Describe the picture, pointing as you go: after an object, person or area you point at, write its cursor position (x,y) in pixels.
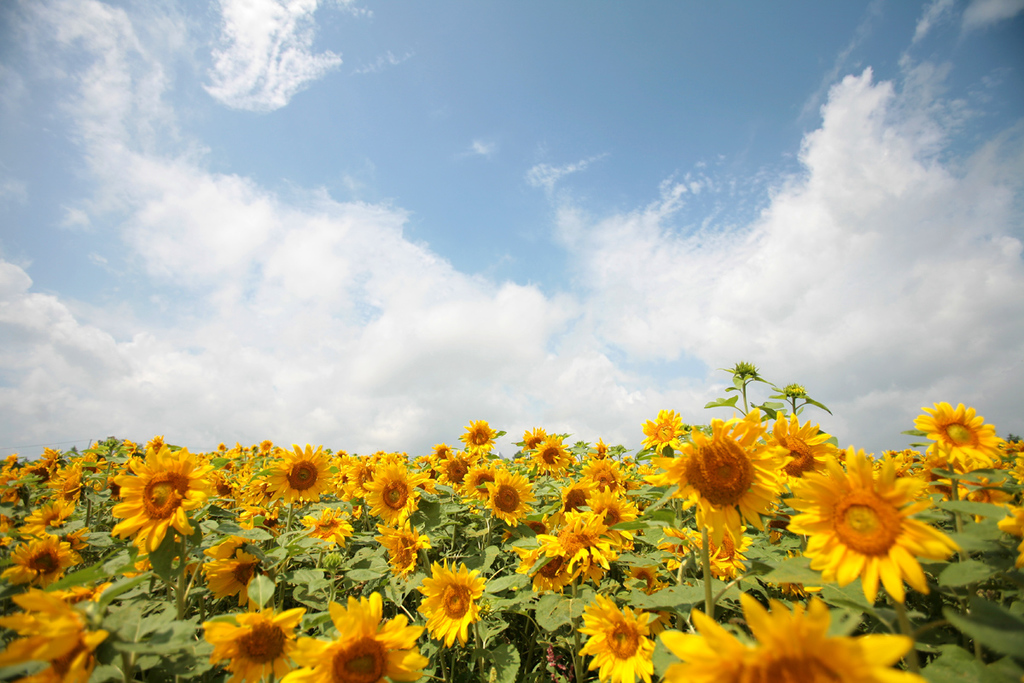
In this image we can see sunflowers (221,547) with plants (477,555). In the background (602,302) there is sky (429,253) with clouds (273,324).
